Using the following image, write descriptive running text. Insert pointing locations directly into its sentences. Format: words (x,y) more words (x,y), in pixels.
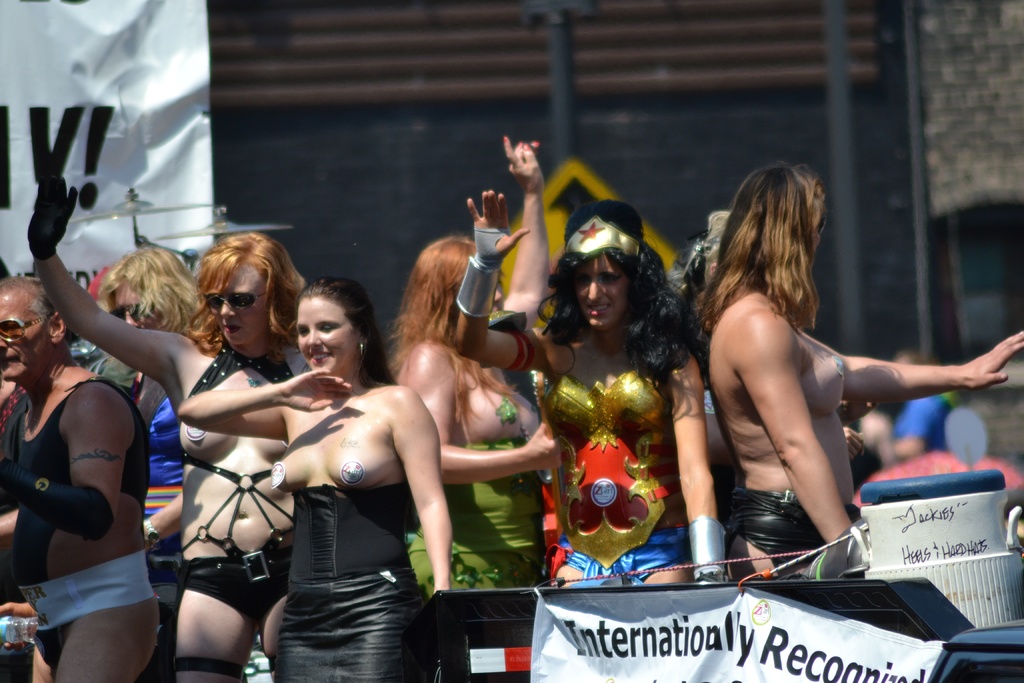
This image is taken outdoors. At the bottom of the image (768,630) there is a vehicle (901,601) and a board (655,647) with text (655,647) on it. In the background (44,79) there is a wall (595,153) and a board (127,104) with text (101,149) on it. In the middle of the image (370,419) there are a few women (348,641) standing on a float (518,633) with smiling faces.
